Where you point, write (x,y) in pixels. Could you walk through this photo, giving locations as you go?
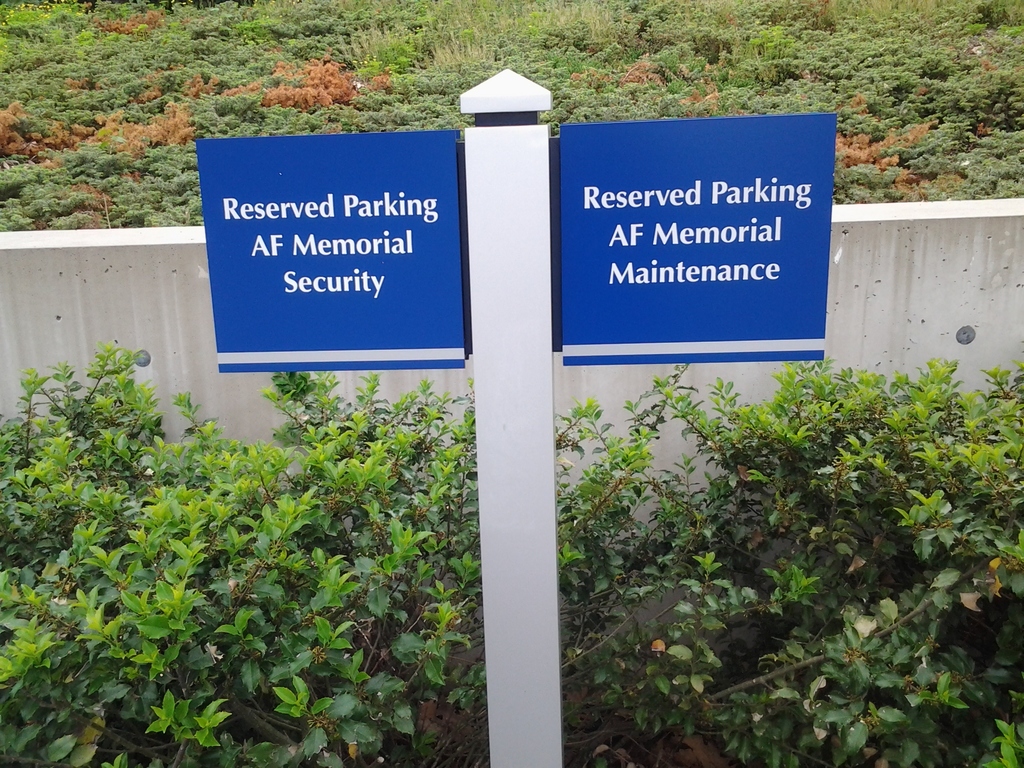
In the image we can see pole (481,248) with two boards (570,291). Here we can see plant (276,607), wall (123,293) and grass (459,45).
